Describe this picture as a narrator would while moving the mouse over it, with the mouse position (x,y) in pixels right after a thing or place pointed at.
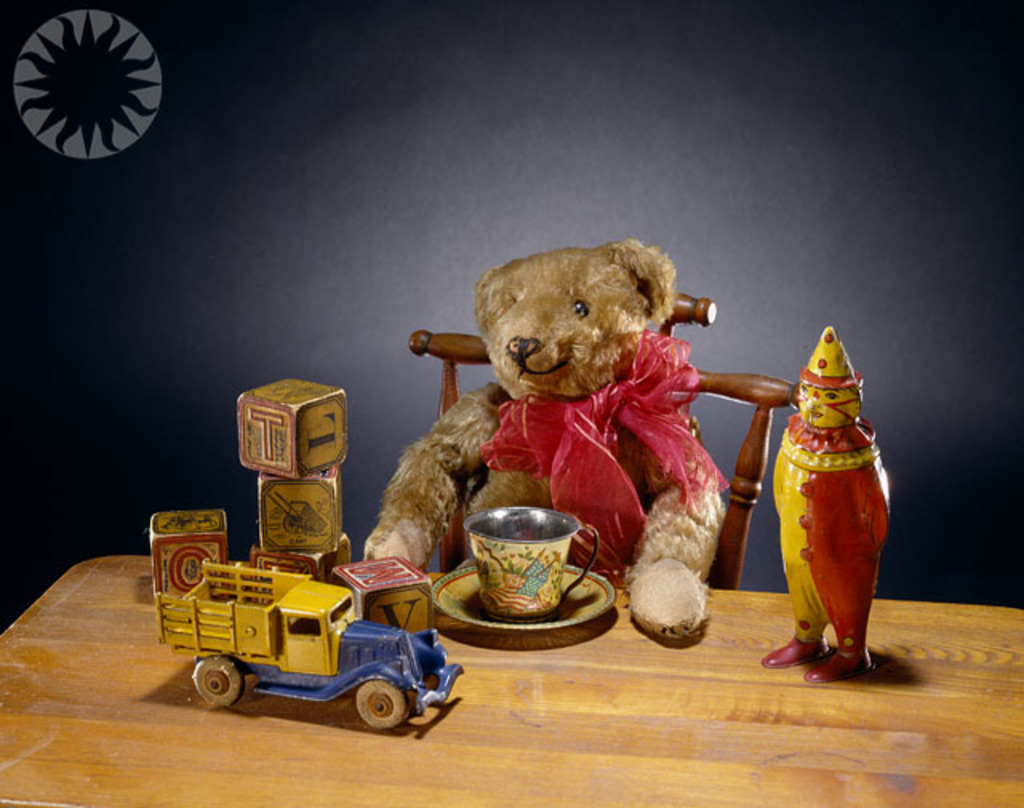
In this picture I can see there is a teddy bear (553,371) on the chair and there is a table (483,669) here and there are some dolls (864,572), there is a cup (530,597) and a saucer (475,578) and there is a black wall (335,146) in the background (215,152).
